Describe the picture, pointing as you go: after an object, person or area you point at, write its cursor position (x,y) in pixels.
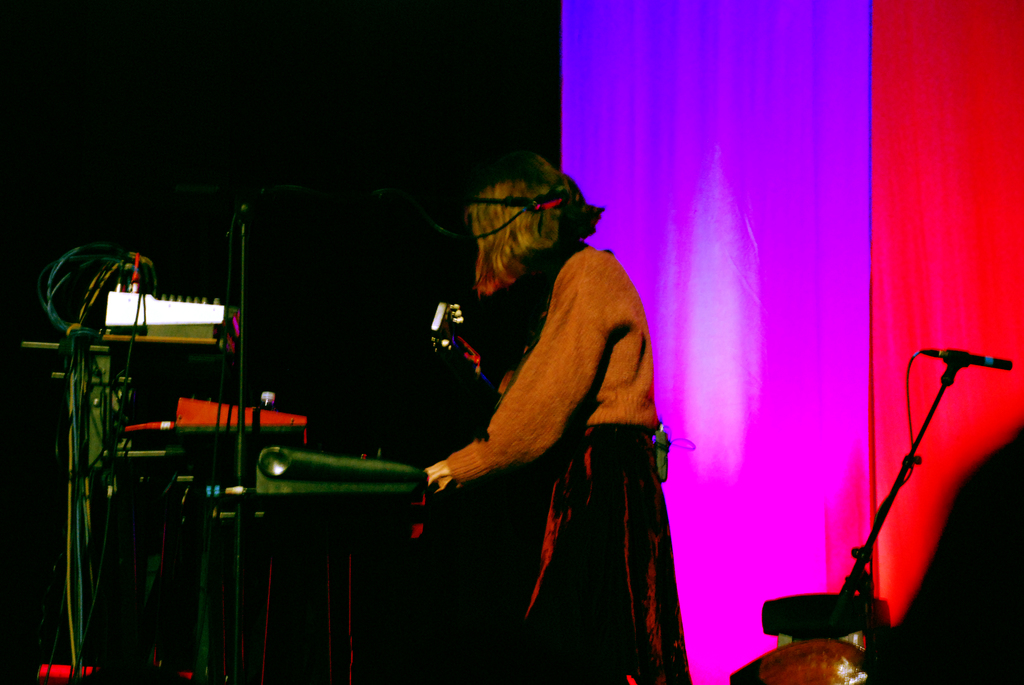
Here we can see a person (645,565) holding a guitar (457,341) and there are musical instruments (801,658). Here we can see a cloth (766,420) and there is a dark background (150,99).
